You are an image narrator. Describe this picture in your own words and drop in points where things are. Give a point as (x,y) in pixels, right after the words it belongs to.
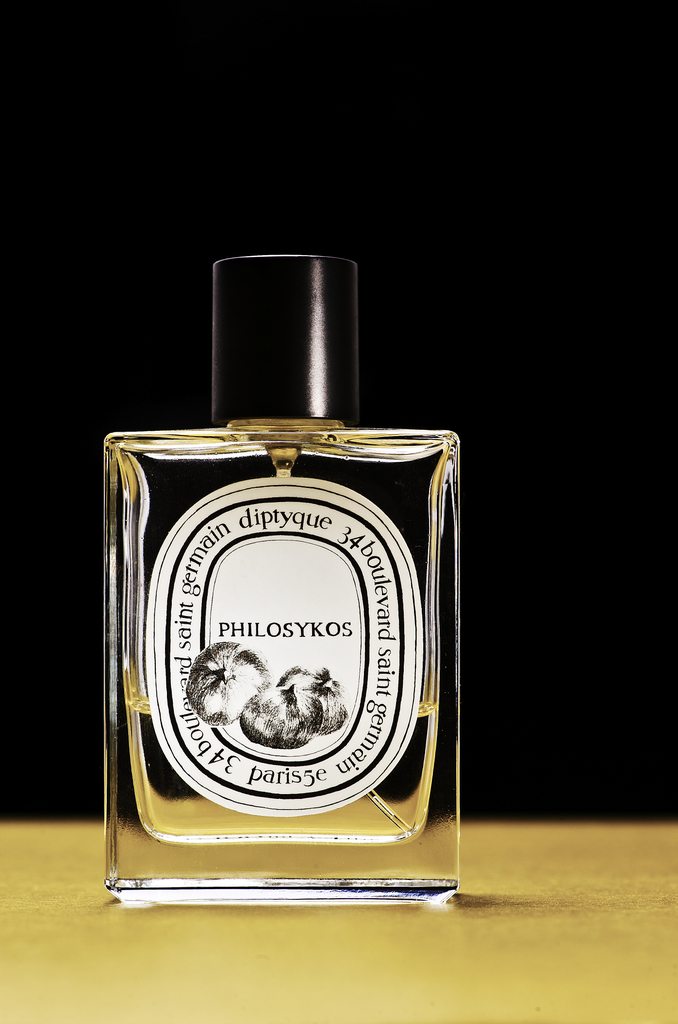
There is a bottle (318,697) on the table (469,898).
